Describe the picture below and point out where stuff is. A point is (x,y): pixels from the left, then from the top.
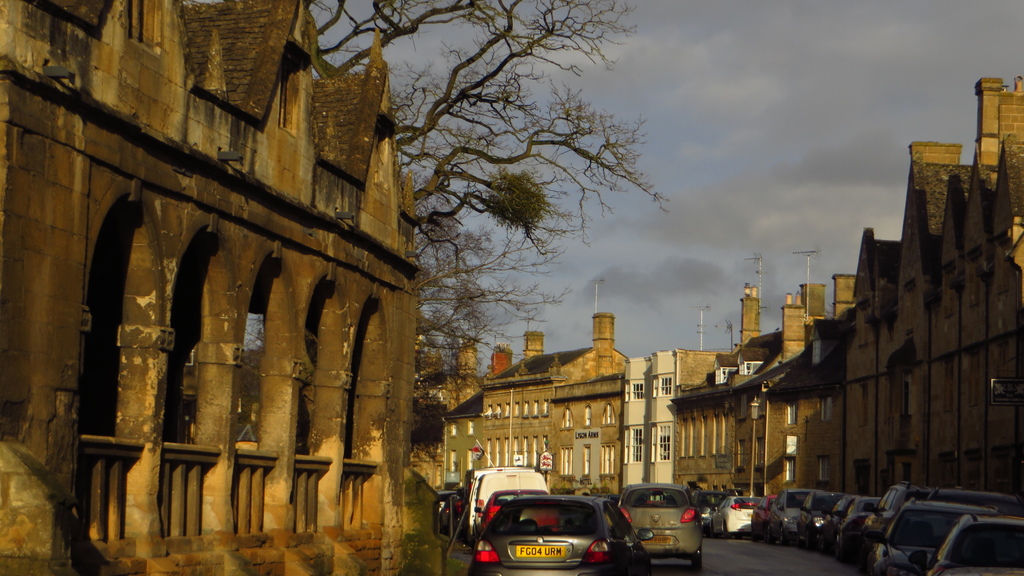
This image consists of many buildings (145,335) along with windows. In the front (467,222), we can see a tree (527,285). At the top (769,112), there are clouds (739,202) in the sky (837,202). At the bottom (725,514), there are many cars (820,513) parked on the road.
